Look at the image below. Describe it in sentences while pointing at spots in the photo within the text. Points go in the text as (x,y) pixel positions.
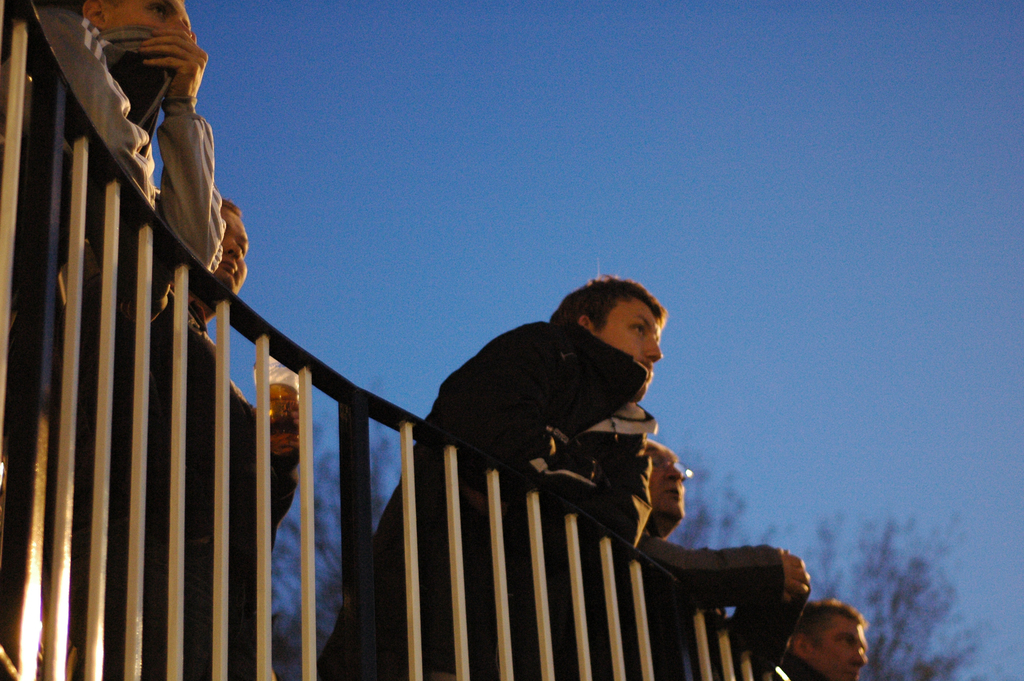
This image is taken outdoors. At the top of the image (480,169) there is a sky (868,223). In the background (892,575) there are a few trees (323,545). At the bottom of the image (373,646) there is a railing (266,520). In the middle of the image (535,380) a few people (97,180) are standing behind the railing (179,326).
